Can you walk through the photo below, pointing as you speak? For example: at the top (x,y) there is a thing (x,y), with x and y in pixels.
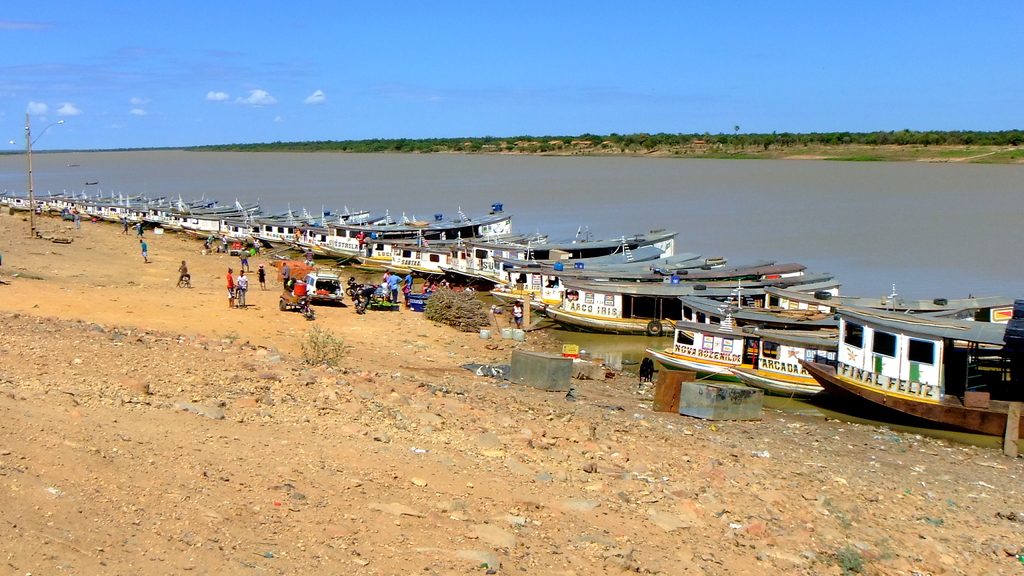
In the picture I can see people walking on the ground (369,366), I can see plants (450,322), boats (1020,383) floating on water (3,182), I can see light poles (33,214), water (550,165), trees (451,144) and the blue color sky (282,94) with clouds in the background (228,121).
